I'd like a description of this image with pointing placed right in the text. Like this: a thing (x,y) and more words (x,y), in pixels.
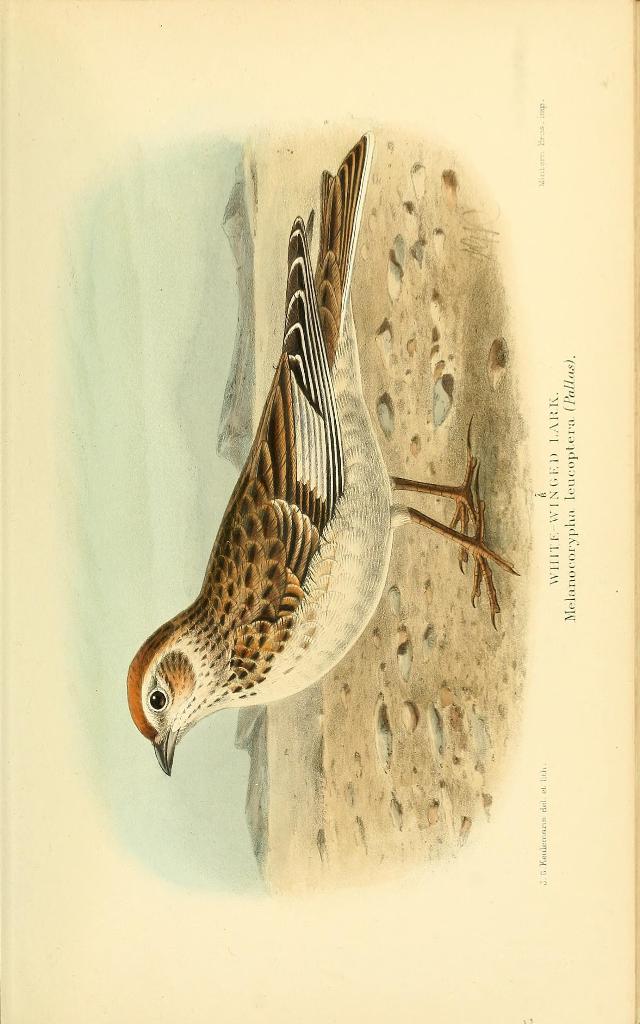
In this image we can see the picture (482,593) of a bird (368,590) on the ground (373,645). We can also see some text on this image.
